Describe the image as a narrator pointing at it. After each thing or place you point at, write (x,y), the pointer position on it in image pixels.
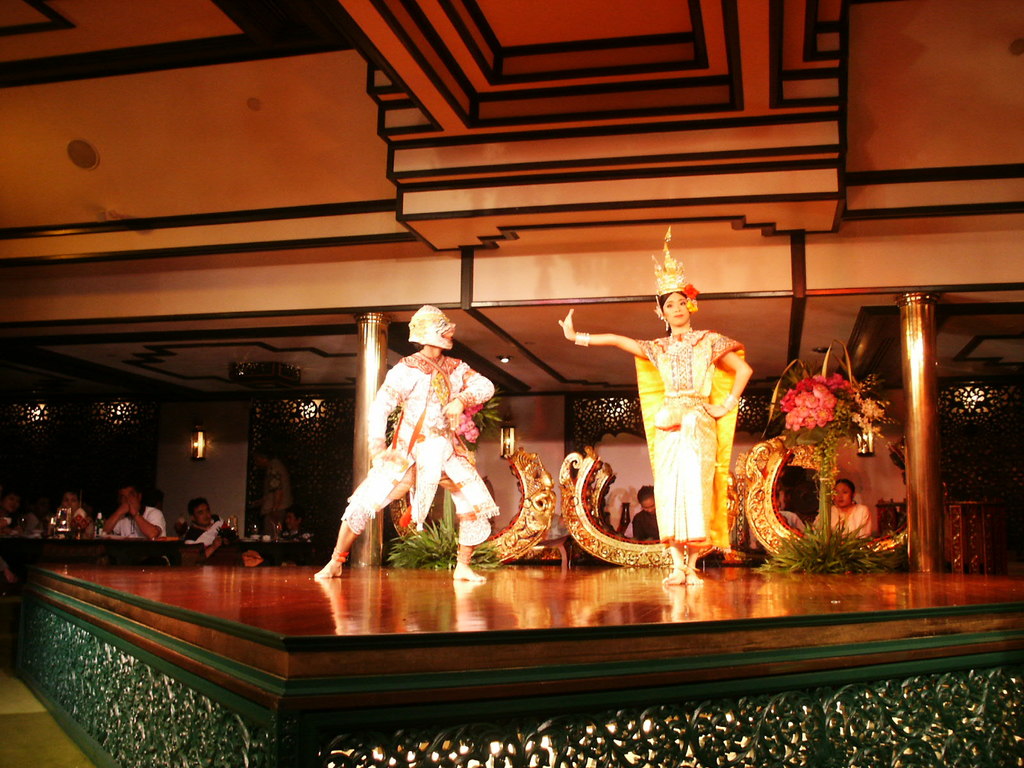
In this picture, we see the woman (696,363) in yellow saree (665,483) and the man (459,378) in white dress (409,429) is performing on the stage (559,664). Behind them, we see people (63,503) sitting on the chairs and watching them. At the top of the picture (561,137), we see the ceiling (550,195) of the room (580,360). This picture might be clicked in the auditorium (397,298).
